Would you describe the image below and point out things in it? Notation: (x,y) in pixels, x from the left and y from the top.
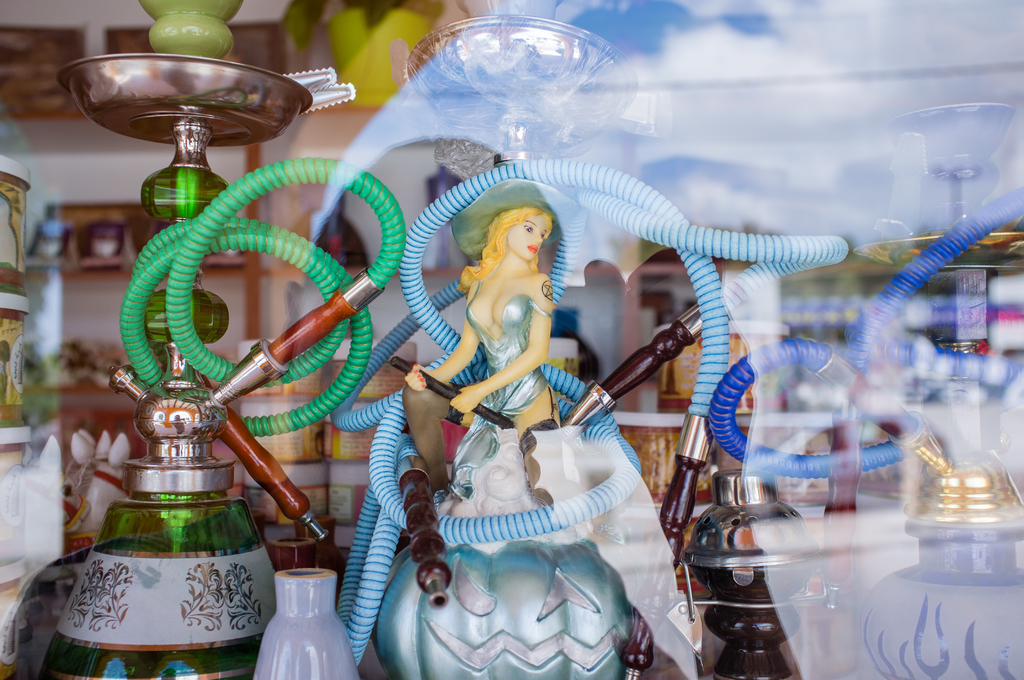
In the middle of this image (522,284) there is a figurine (497,384) and some hookahs (335,340). In the background (282,315) there are many objects (75,222) placed in the racks (99,323). On the right side (797,272), I can see the reflection (810,426) on a glass (722,117).
